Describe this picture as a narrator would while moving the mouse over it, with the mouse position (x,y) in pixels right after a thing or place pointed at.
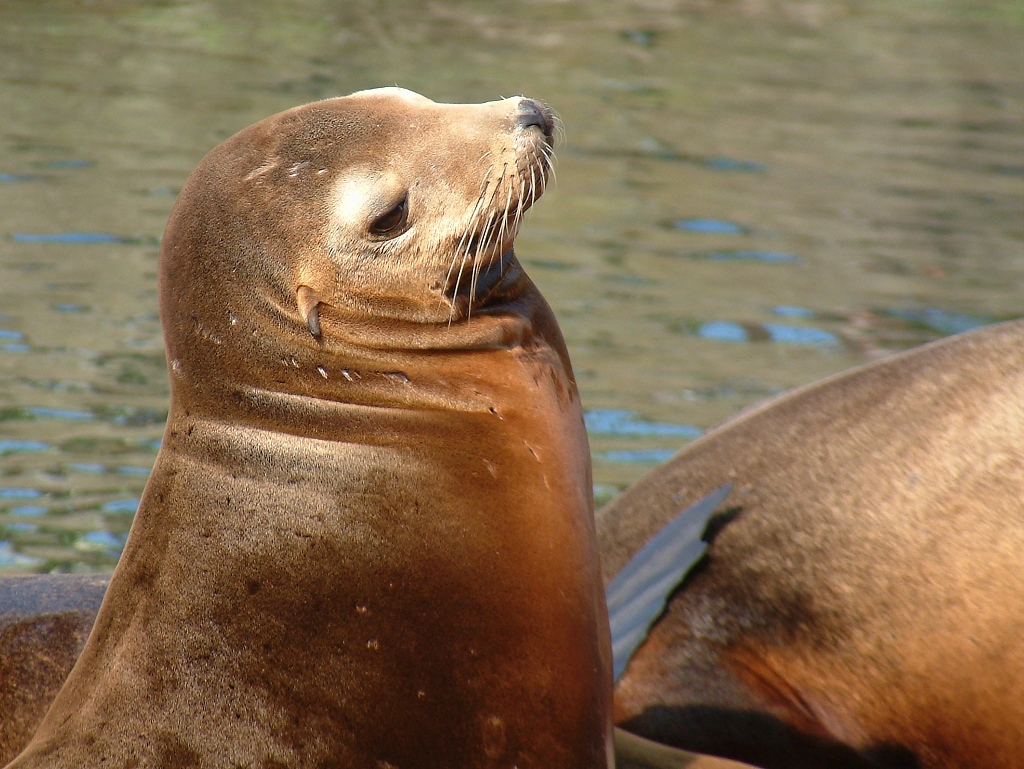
In this image I can see few seals (406,516). In the background (666,167), I can see the water (755,155).
